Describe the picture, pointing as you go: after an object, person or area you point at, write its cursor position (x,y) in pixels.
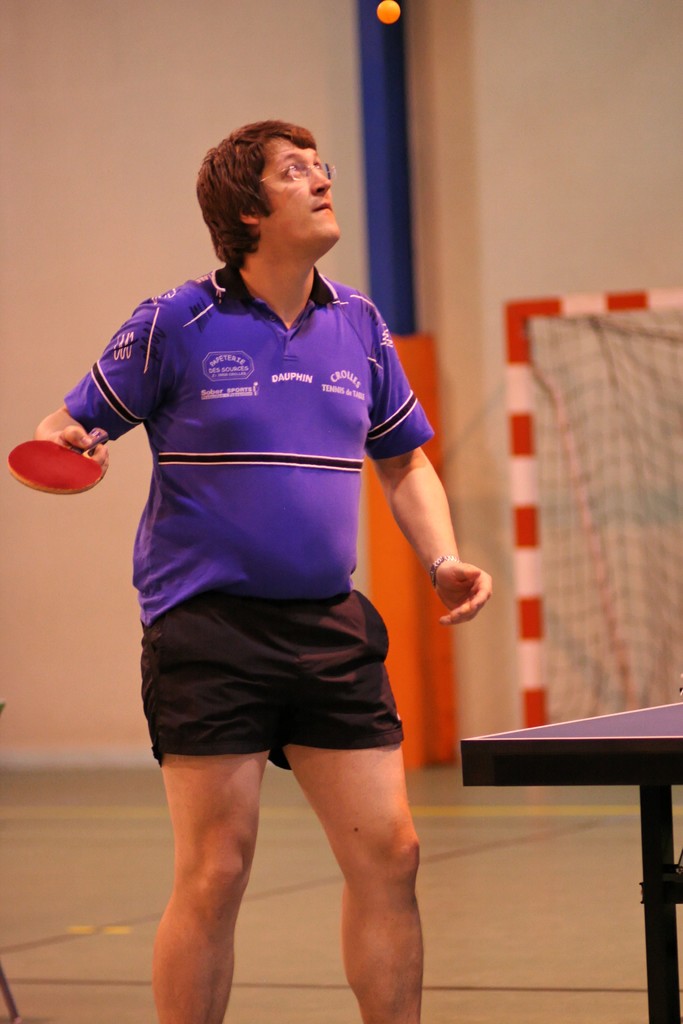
In this image I can see a man (219,637) wearing t-shirt (218,552), short (260,712), standing, holding a table tennis bat (59,457) in the hand (85,436) and looking at the upwards. At the top (390,9) I can see the ball (385,12). In front of this man (212,891) I can see a table (645,748). In the background (607,456) there is a net (602,339) and wall (558,110).
